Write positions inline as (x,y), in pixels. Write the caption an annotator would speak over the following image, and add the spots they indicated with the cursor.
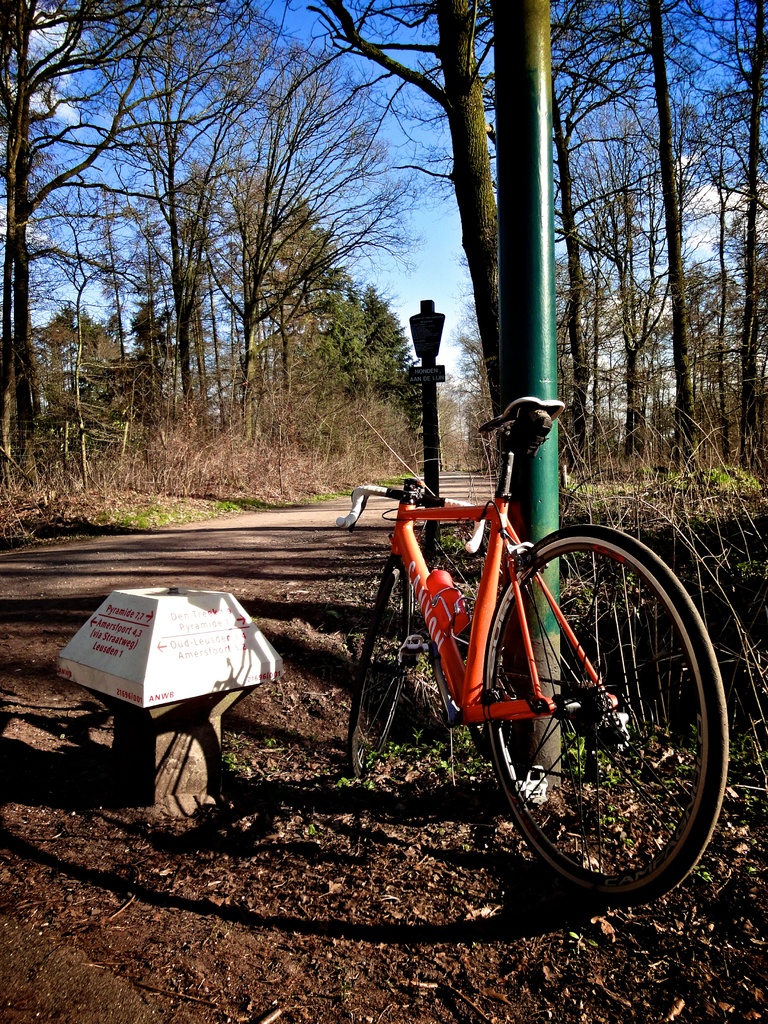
In the picture we can see a path (68,603) to it, we can see a bicycle (592,869), which is leaned to the pole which is green in color and in the background (274,469), we can see a path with grass surface (214,509), dried plants (217,475), trees (262,308) and sky (419,271) with clouds (710,188).
